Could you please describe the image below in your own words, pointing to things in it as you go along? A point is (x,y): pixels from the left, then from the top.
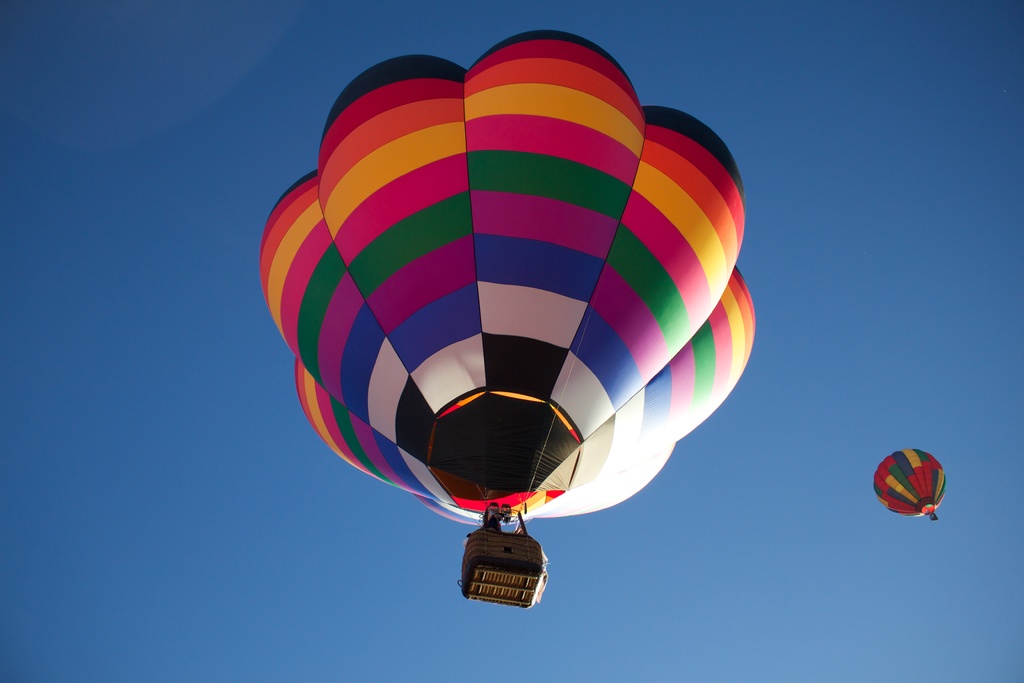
In this picture I can see are two hot air balloons (477,551) in the sky (546,521) and there are some people (491,527) in the hot air balloon (486,540).
